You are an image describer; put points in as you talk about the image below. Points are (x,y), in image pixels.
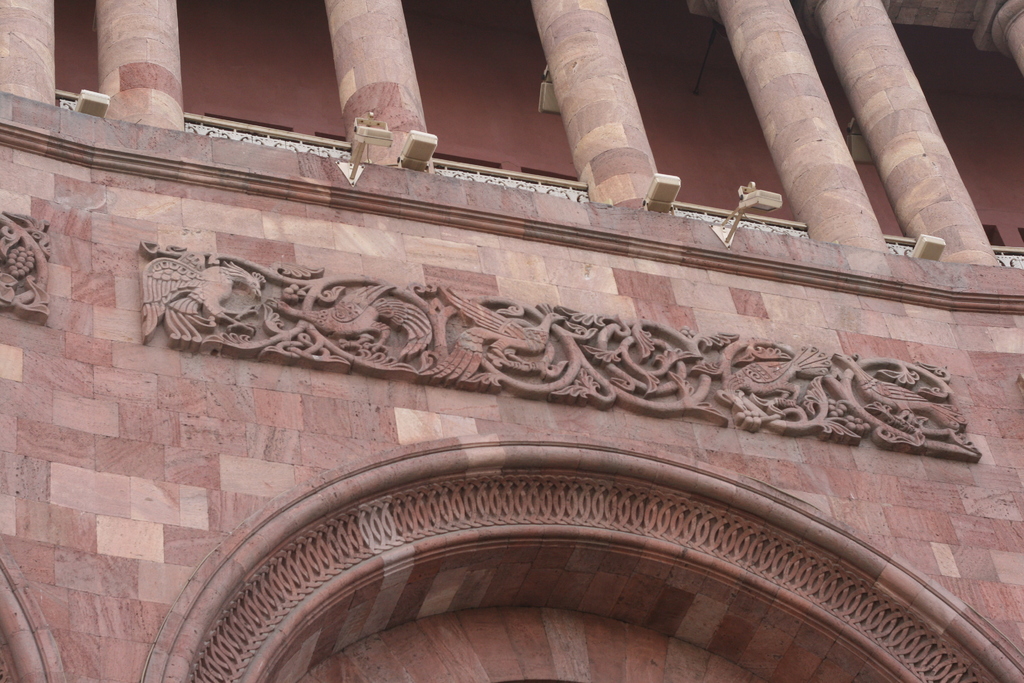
In this picture, we can see a building (716,425) with stone pillars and lights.
